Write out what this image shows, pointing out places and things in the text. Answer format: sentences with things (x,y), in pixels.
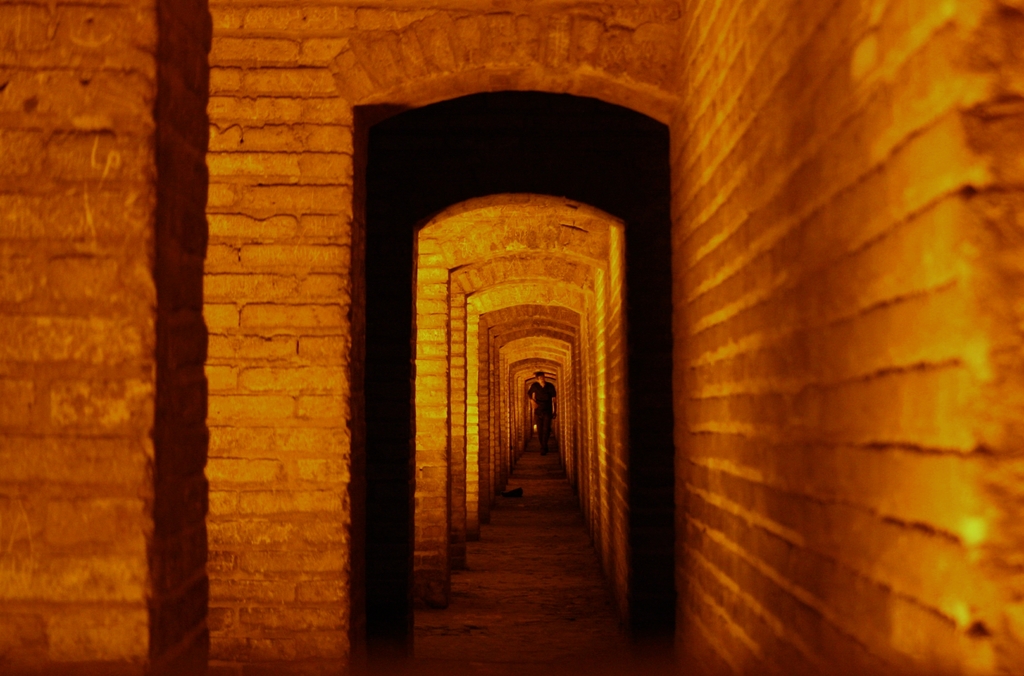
This image is taken from inside an architecture (380,217). We can see there are multiple arches (615,246) are present in the middle of this image (480,352), and there is one person (536,408) standing beside this wall (503,415).
